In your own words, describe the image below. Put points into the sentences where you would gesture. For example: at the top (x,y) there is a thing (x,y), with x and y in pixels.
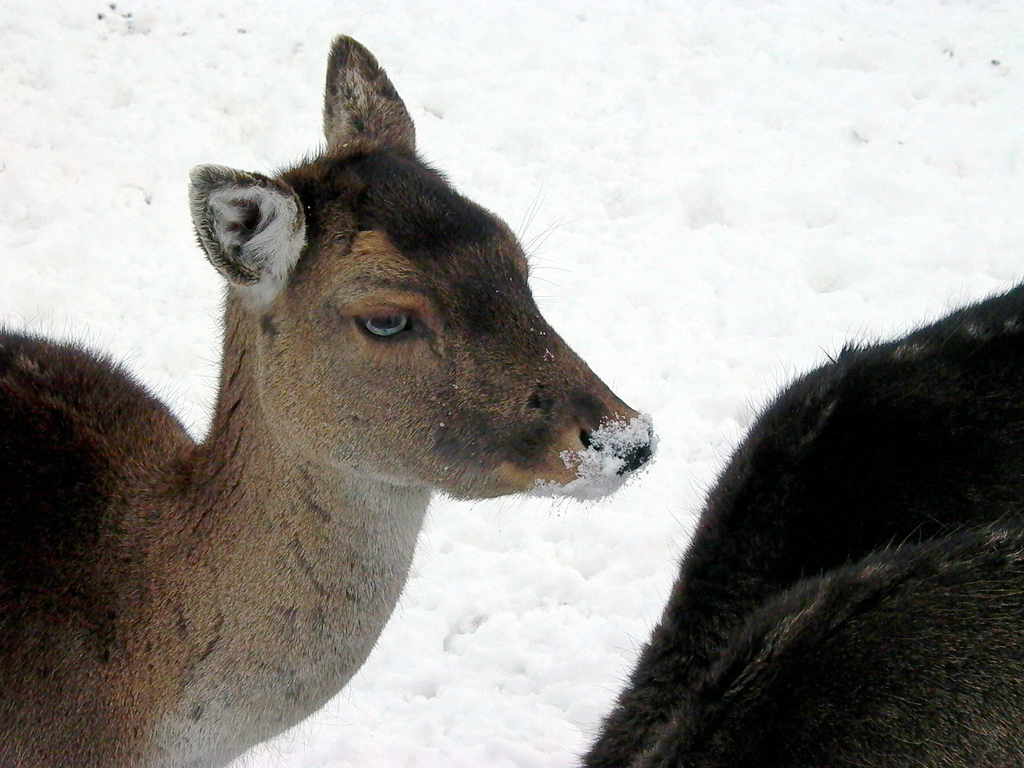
In the center of the image (470,406) there is a animal (420,394). In the background of the image (680,81) there is snow (858,155).
